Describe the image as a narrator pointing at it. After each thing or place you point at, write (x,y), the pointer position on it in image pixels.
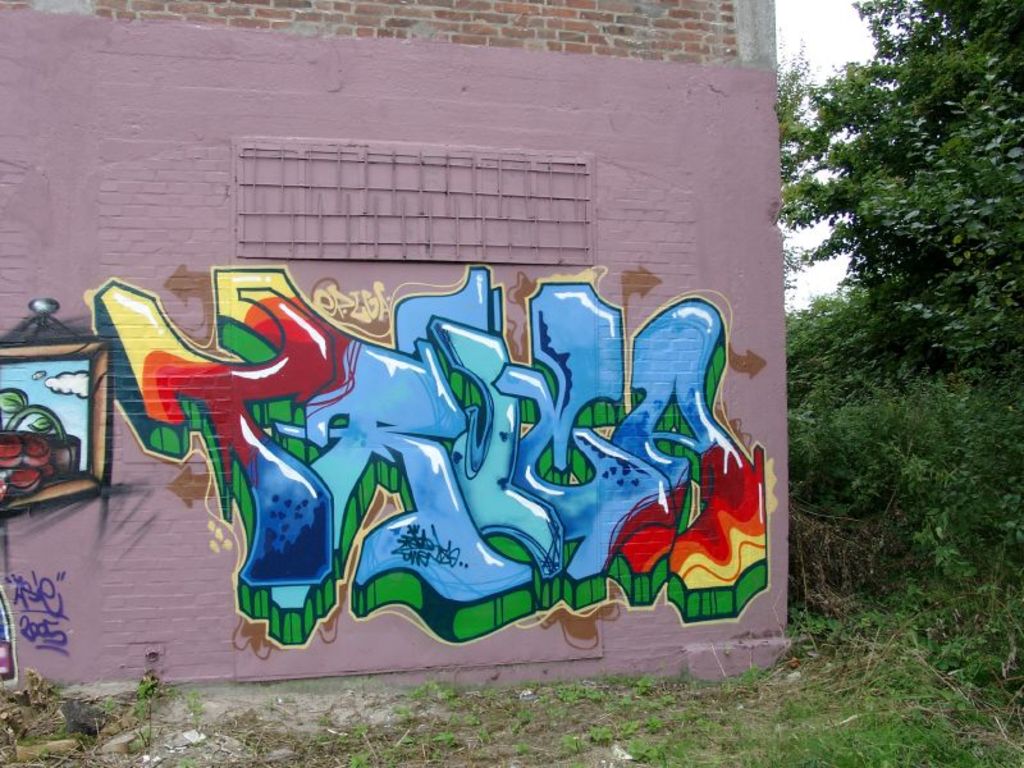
This image consists of a wall (222,352) on which there is a painting (584,448). At the bottom (476,705), there is green grass (527,715) on the ground (801,677). To the right (972,267), there are trees (936,212).
